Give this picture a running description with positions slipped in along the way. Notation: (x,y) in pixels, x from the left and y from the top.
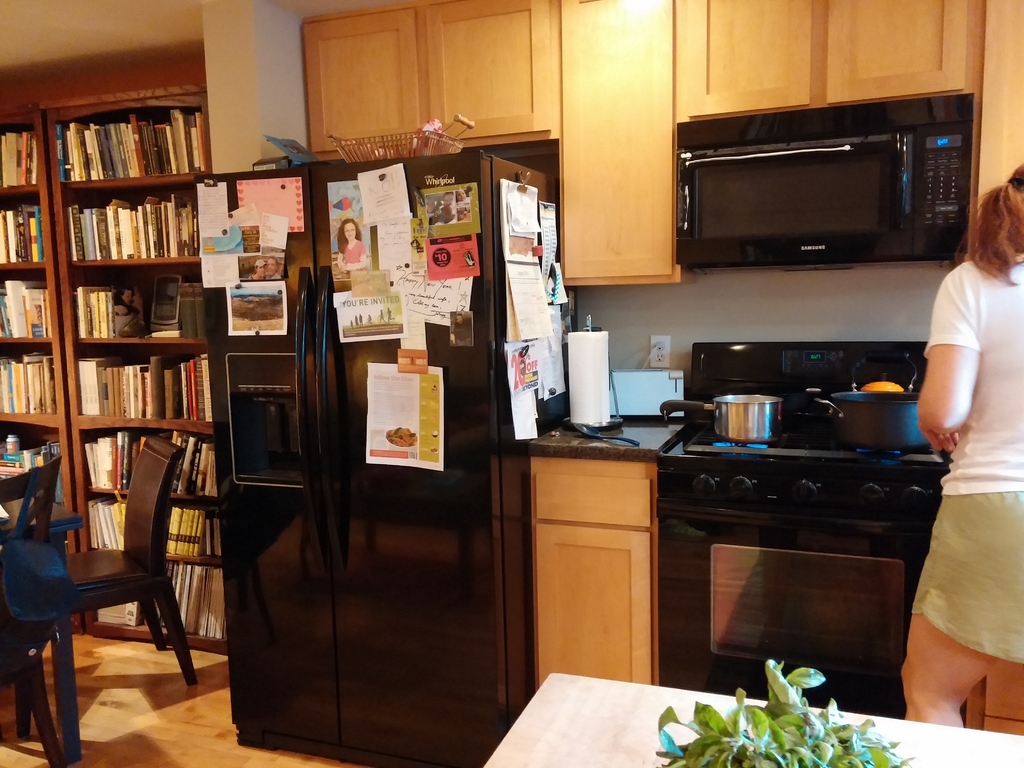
This picture is of inside the room (702,333). In the right corner (1004,325) there is a woman (1003,465) seems to be cooking and there is a table (618,724) on the top of which it seems to be a houseplant (774,725) placed. On the right (767,479) there is a platform (634,452) on the top of which a stove (762,465) and some utensils (768,422) are placed on the stove (862,452). We can see a microwave oven (819,188). In the center (346,465) there is a refrigerator (429,490) and a basket (419,137) is placed on the top of the refrigerator (469,161) and some papers (397,232) pasted on the door (424,187) of the refrigerator (439,168). On the left (110,429) there is a cabinet (94,277) containing many number of books (108,301) and we can see a table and two chairs (139,513). In the background (238,20) we can see a drawer (658,46) and a pillar (269,81).
